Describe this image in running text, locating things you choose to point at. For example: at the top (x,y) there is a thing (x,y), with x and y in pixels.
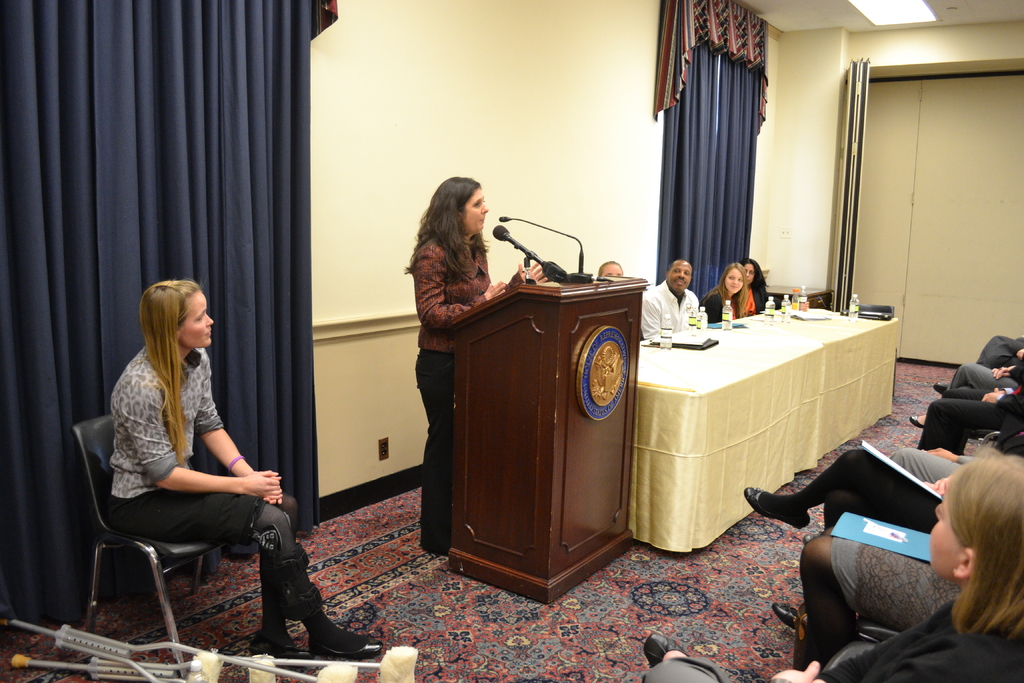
In the picture we can see a meeting hall (765,540) with a desk (843,316) and some people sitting near it and on it we can see some water bottles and some papers (825,314) and beside it, we can see a microphone desk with a microphone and a woman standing and talking and beside her we can see another woman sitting on the chair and in front of them, we can see some people (650,652) sitting in the chairs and holding some papers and files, in the background (256,433) we can see a wall (397,445) with curtains (733,254) which are blue in color and a wall (773,244) which is cream in color.
